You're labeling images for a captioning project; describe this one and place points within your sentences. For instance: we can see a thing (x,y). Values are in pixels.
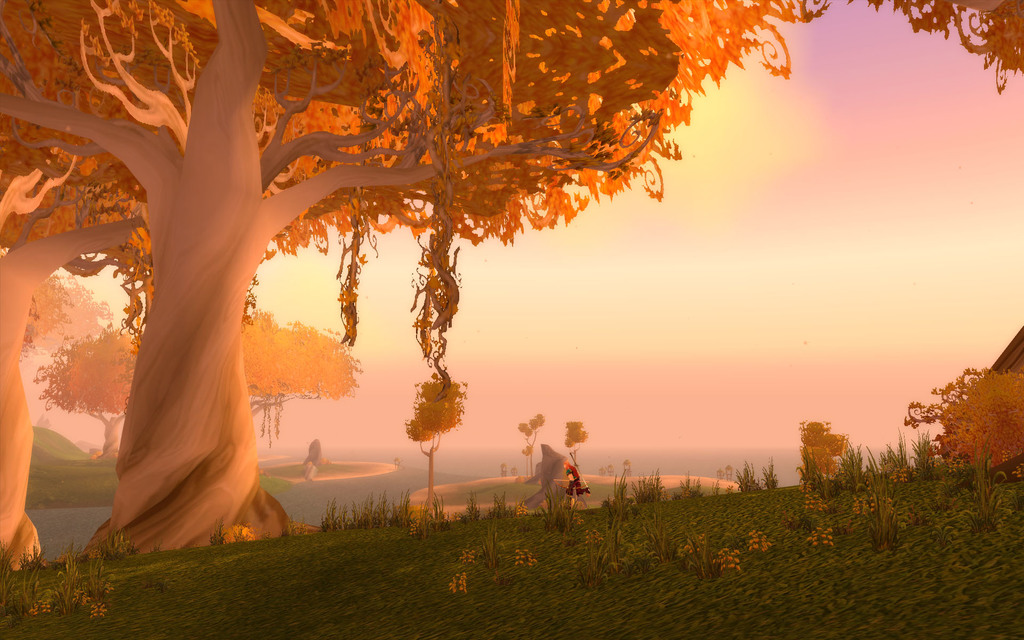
This is animated picture, we can see grass (855,570), plants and trees (953,445) and there is a person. In the background (573,375) we can see sky (702,274).
